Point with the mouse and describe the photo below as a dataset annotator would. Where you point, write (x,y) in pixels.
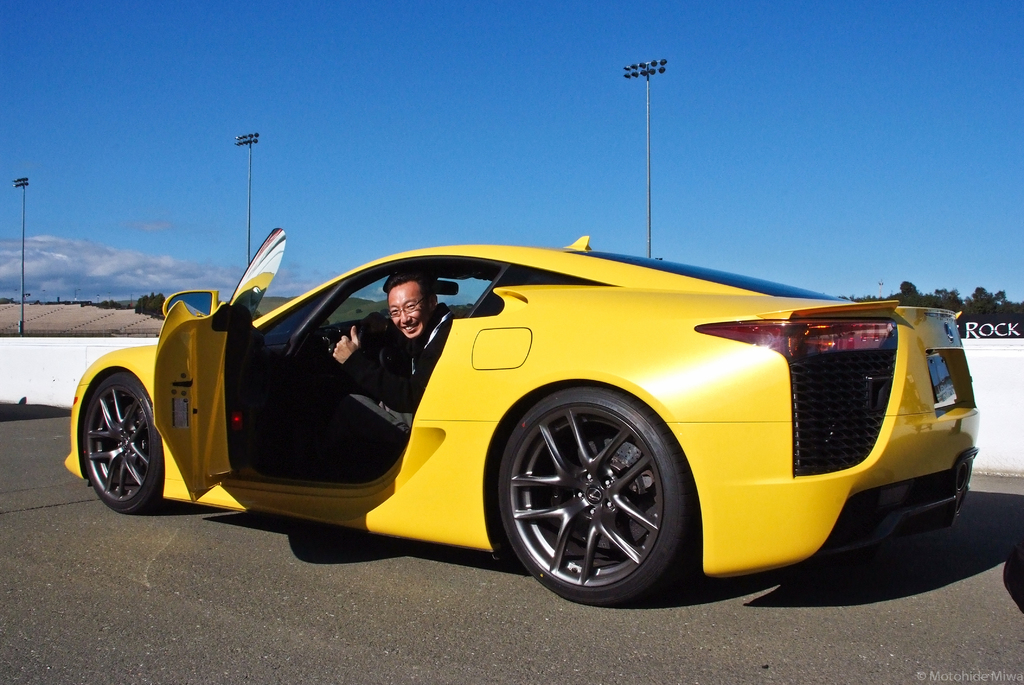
This is an outside view. Here I can see a yellow color car (180,427) on the road (176,569). Inside the car (375,317) there is a man (353,368) sitting, smiling and giving pose for the picture. In the background (650,196) there are some poles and trees (988,300). Beside the car (869,469) there is a white color wall (988,403). On the top of the image (867,124) I can see the sky (814,112).
